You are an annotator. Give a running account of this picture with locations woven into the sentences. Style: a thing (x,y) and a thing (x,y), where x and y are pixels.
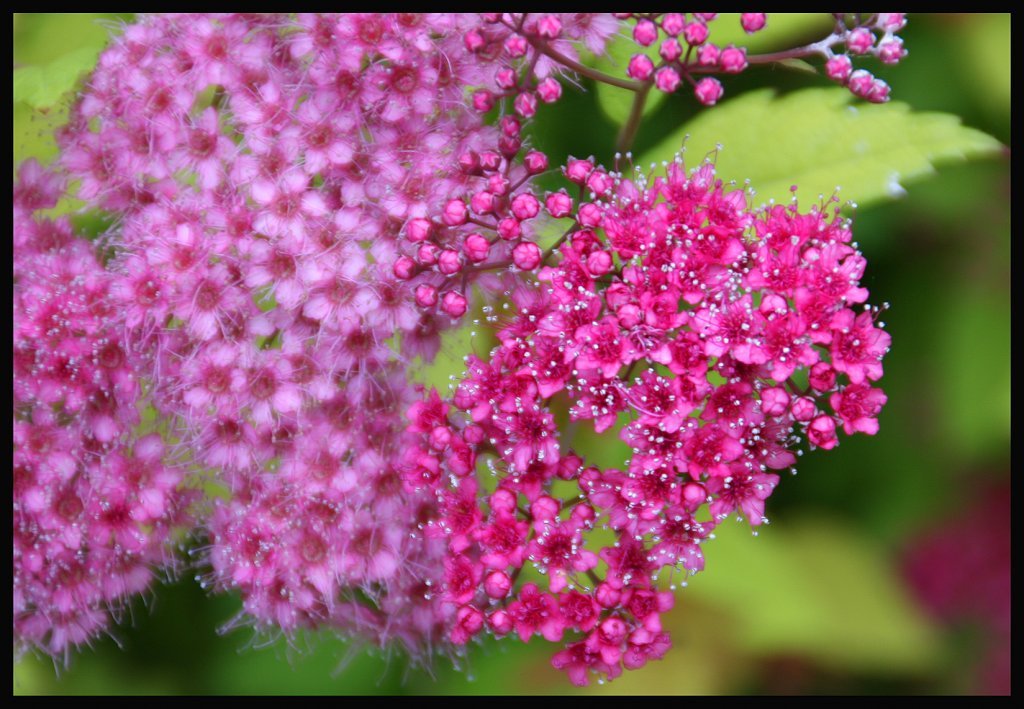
In this image there are flowers (408,379) and leaves (666,155). The background (975,574) is blurry.
